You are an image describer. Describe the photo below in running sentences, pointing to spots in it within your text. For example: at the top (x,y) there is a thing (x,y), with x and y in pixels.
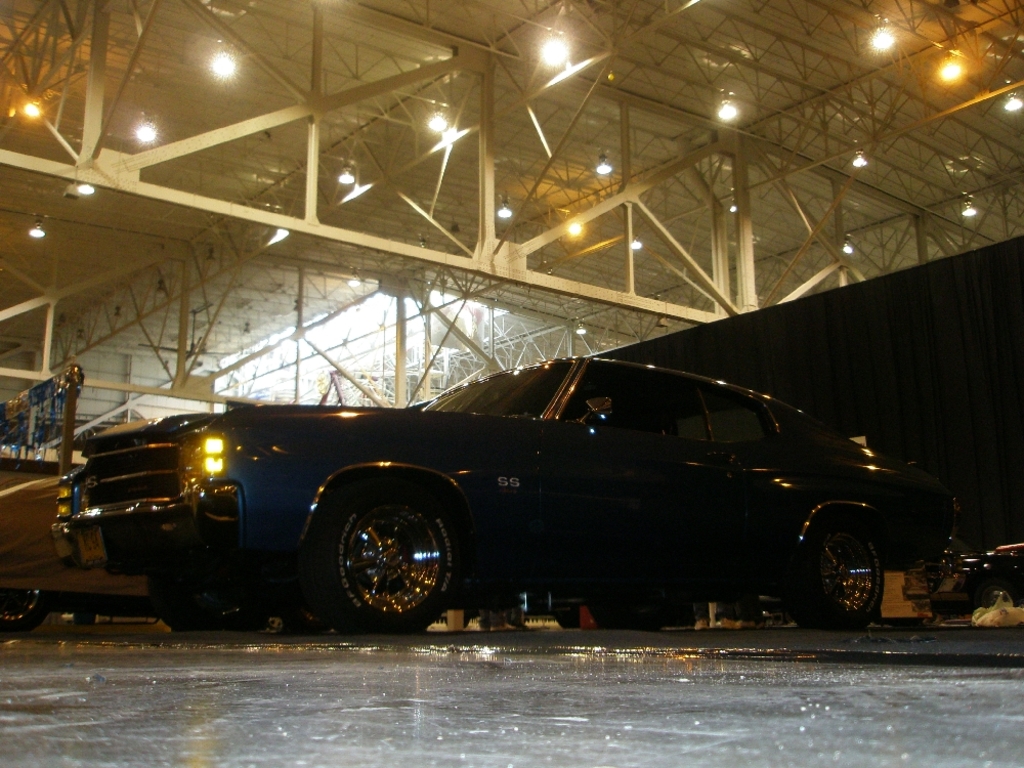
In the picture there are few cars (527,543) kept in a garage (94,168), there are many iron rods (236,205) fit to the roof (561,117) of the garage (716,202).
